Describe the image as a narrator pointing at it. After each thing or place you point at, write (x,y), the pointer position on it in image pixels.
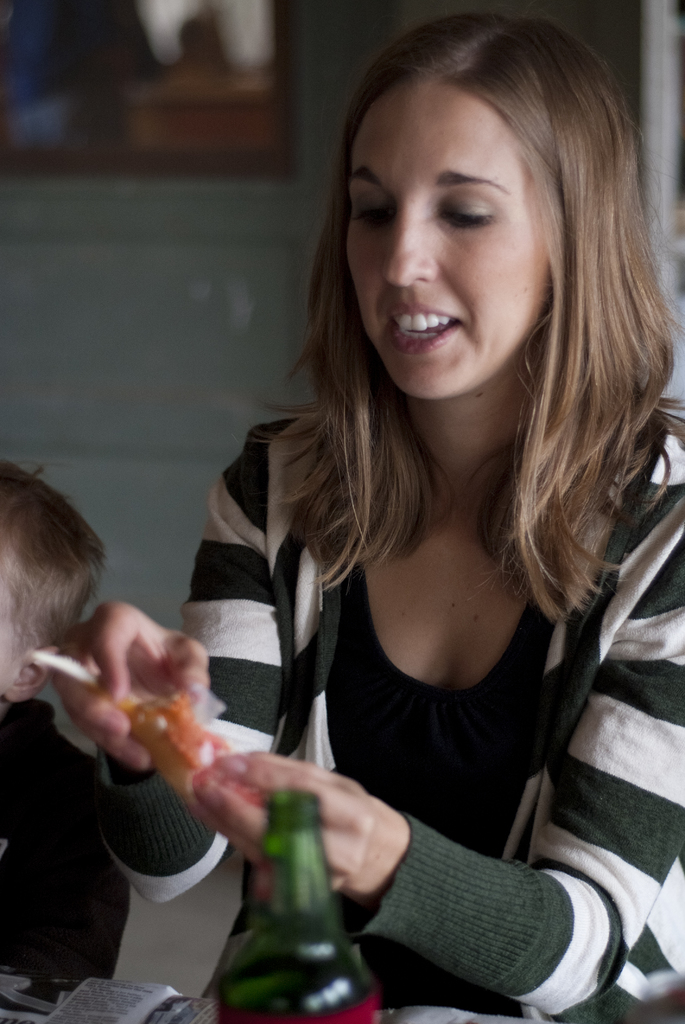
In this picture we can see a woman (399,654) holding object (182,753), side we can see a boy (12,661), in front (170,1019) one table (200,971) is placed on it few objects (328,975) are placed.
